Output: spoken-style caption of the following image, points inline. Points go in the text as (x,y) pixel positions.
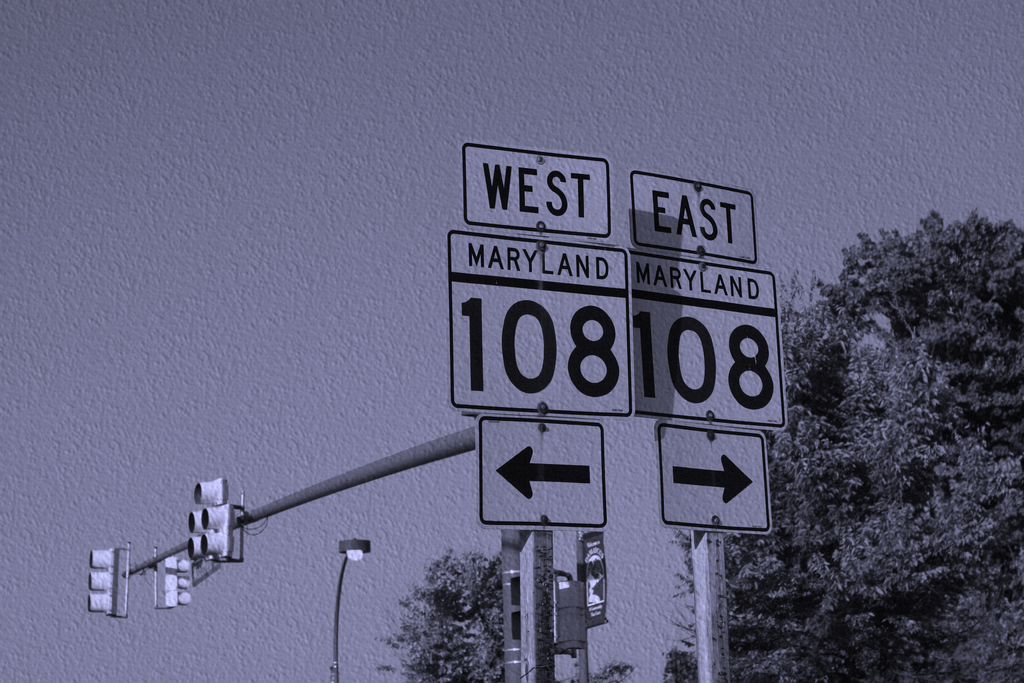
In this picture, we can see the sky (400,527) and sign boards (506,362), poles (552,659), signal lights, lights (361,546), we can see some trees (822,443).
